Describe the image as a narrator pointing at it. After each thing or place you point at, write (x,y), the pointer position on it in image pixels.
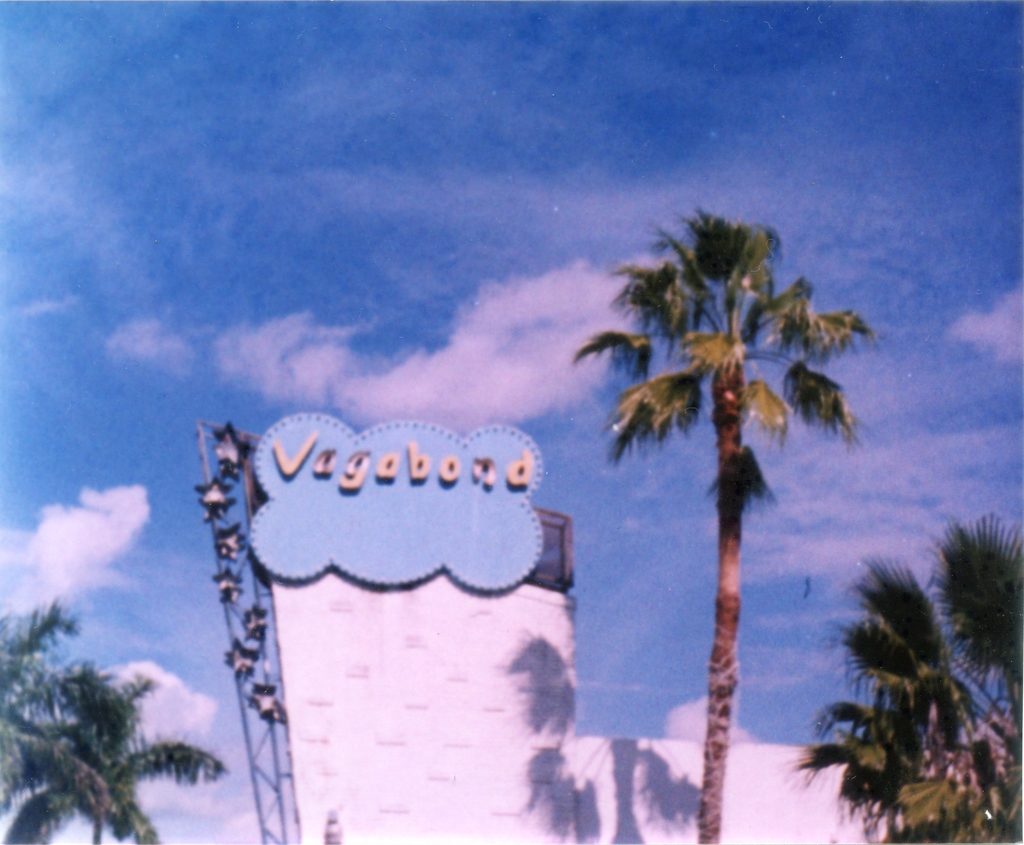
In this image there is a wall (476,717) in the middle (415,553). At the top of the wall (479,676) there is some text (295,463). In the background (98,714) there are trees (30,713). At the top (392,67) there is the sky (423,90). On the right side (716,793) there is a palm tree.
